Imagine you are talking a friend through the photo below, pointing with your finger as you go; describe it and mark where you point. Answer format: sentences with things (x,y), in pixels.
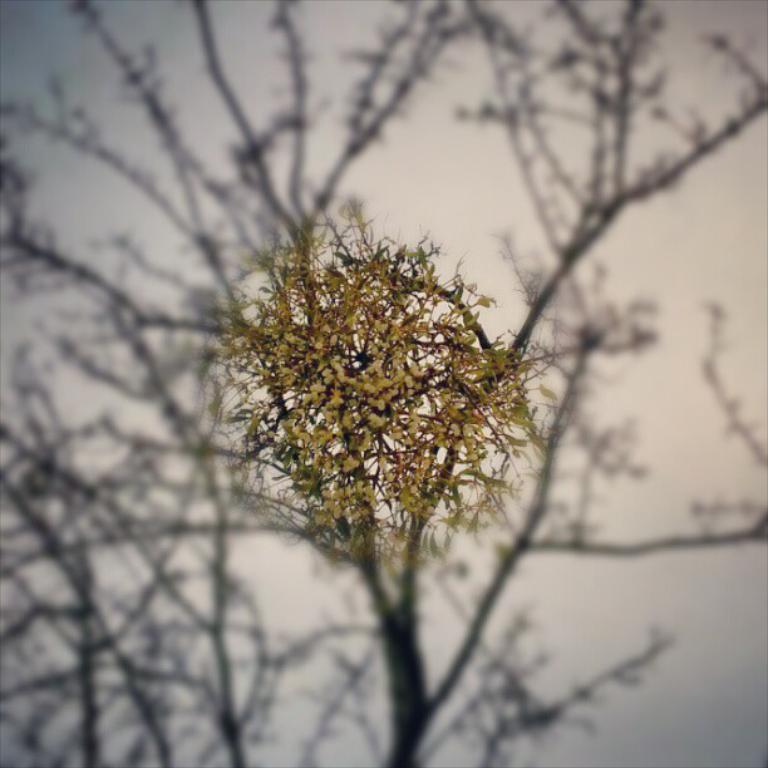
In this image this is some kind of flower (340,350) and back side is totally blur.
